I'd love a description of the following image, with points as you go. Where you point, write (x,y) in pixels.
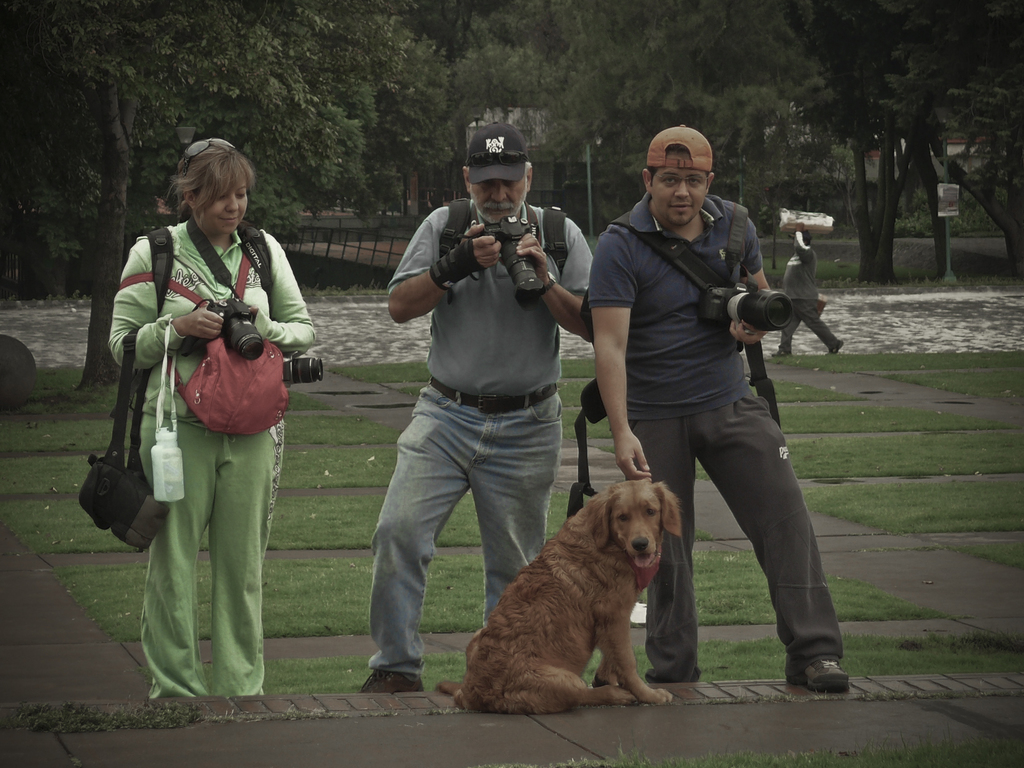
In the image we can see there are people (490,268) standing and they are holding camera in their hand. There is a dog (536,620) sitting on the ground (488,741) and there's grass (828,419) on the ground (821,424). Behind there are lot of trees (750,187) and there is a man (811,278) walking on the ground (828,412).
